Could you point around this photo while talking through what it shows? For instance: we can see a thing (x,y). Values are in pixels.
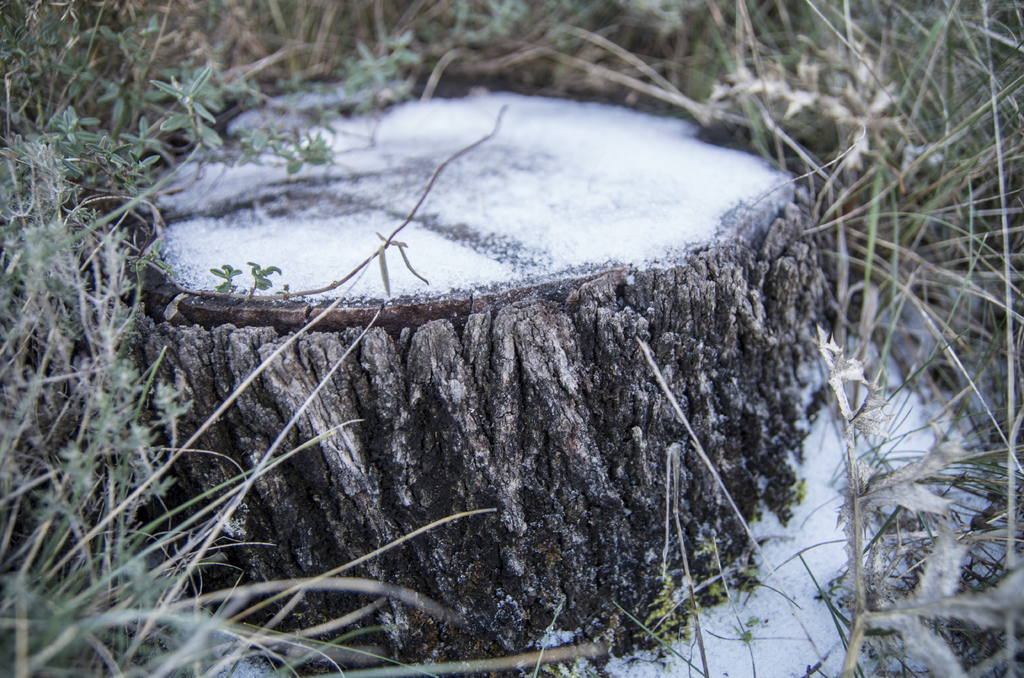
In the middle of the picture (539,393), we see the wood (539,393). It looks like the stem (551,403) of the tree (514,382) and it is covered with ice (471,186). In the background (1010,189), we see the grass (919,367). This picture is blurred in the background (510,65).
